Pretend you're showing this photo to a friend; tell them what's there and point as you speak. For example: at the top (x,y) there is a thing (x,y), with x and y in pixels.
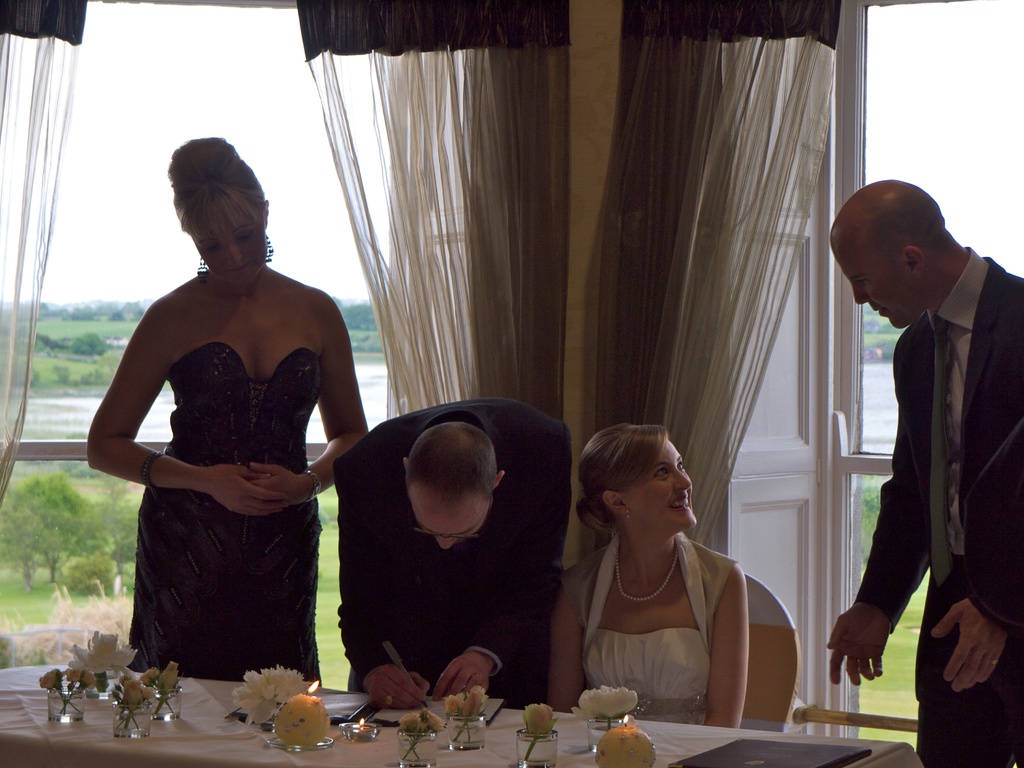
Two couples (270,445) are at a table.
